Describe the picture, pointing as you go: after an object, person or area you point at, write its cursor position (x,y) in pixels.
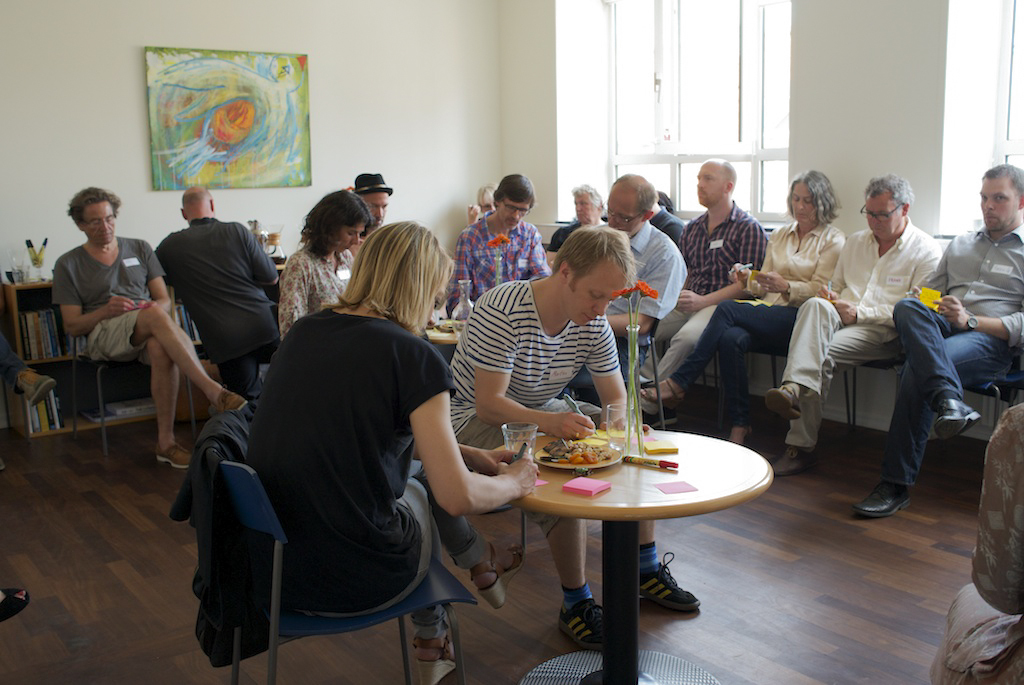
Here we can see some persons (609,283) are sitting on the chairs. This is table (638,513). On the table (642,493) there is a plate (598,454), and a glass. This is a flower vase (633,377). There is a wall (371,105) and this is frame (159,109). Here we can see a rack (79,371) and there are some books (120,407). This is window (736,139) and this is floor (875,586).
